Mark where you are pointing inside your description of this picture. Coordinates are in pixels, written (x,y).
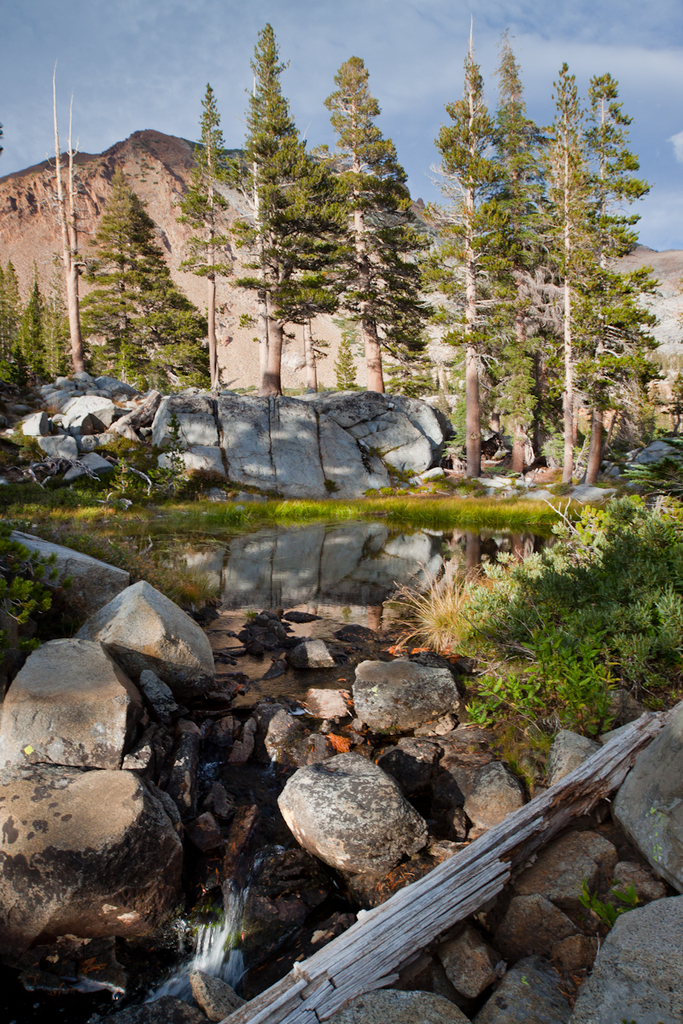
In this picture I can see there is a pond (241,579), rocks (339,915) and trees (277,320) and mountains (160,234) in the backdrop (125,239). The sky (38,108) has some clouds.
